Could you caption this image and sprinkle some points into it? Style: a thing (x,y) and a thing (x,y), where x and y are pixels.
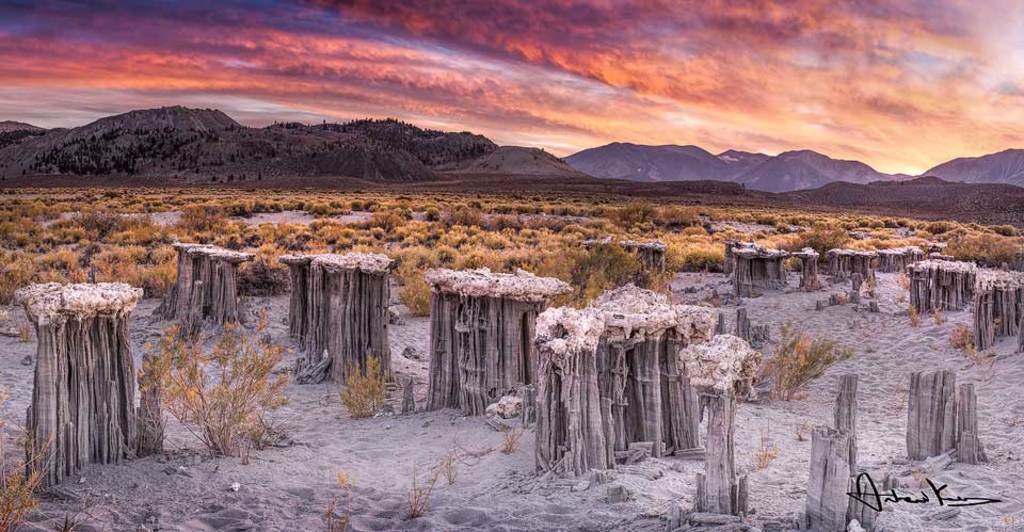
In this picture we can observe some columns of rock (499,293). There are yellow color plants (279,229) on the ground (425,352). In the background (321,130) there are hills (300,136) and we can observe a sky (386,85) which is in orange color.
